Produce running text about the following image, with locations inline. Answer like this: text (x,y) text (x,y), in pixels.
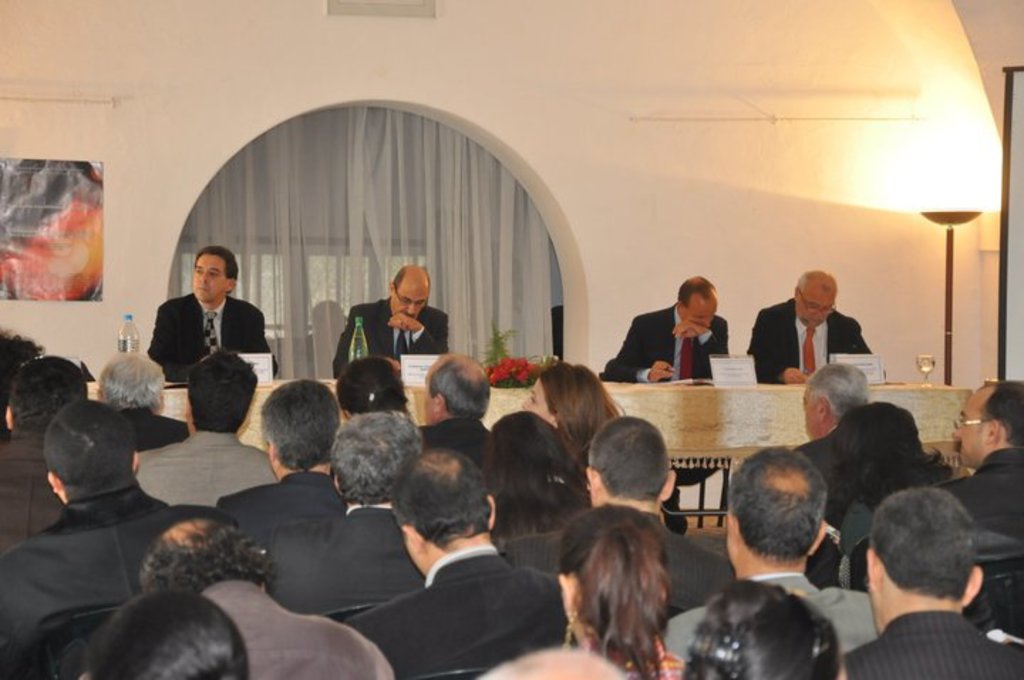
In the picture I can see four persons (410,281) sitting and there is a table (688,397) in front of them which has few objects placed on it and there are few persons (647,517) sitting in front of them and there are few other objects (446,172) in the background (405,183).
